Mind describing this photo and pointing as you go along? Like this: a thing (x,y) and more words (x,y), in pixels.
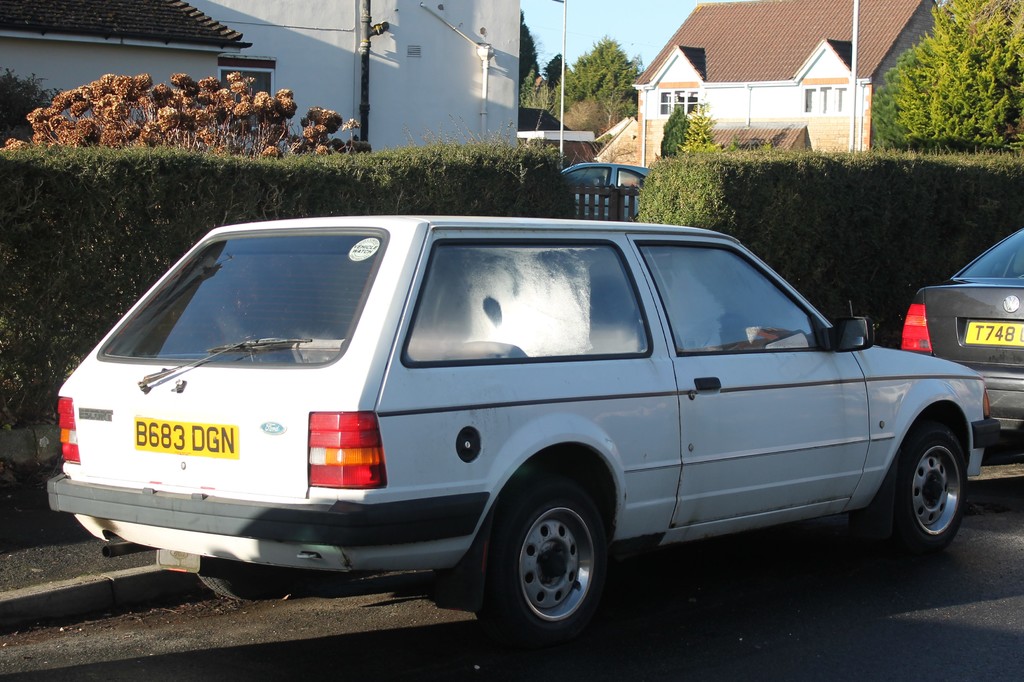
In this image I can see a road (760,615) in the front (623,599) and on it I can see two cars (697,382). In the background (30,214) I can see bushes (689,216), wooden fencing (616,216), plants (86,119), few buildings (466,94), number of trees (886,93), few poles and the sky (672,35). I can also see one more car (585,167) in the background (602,167).
